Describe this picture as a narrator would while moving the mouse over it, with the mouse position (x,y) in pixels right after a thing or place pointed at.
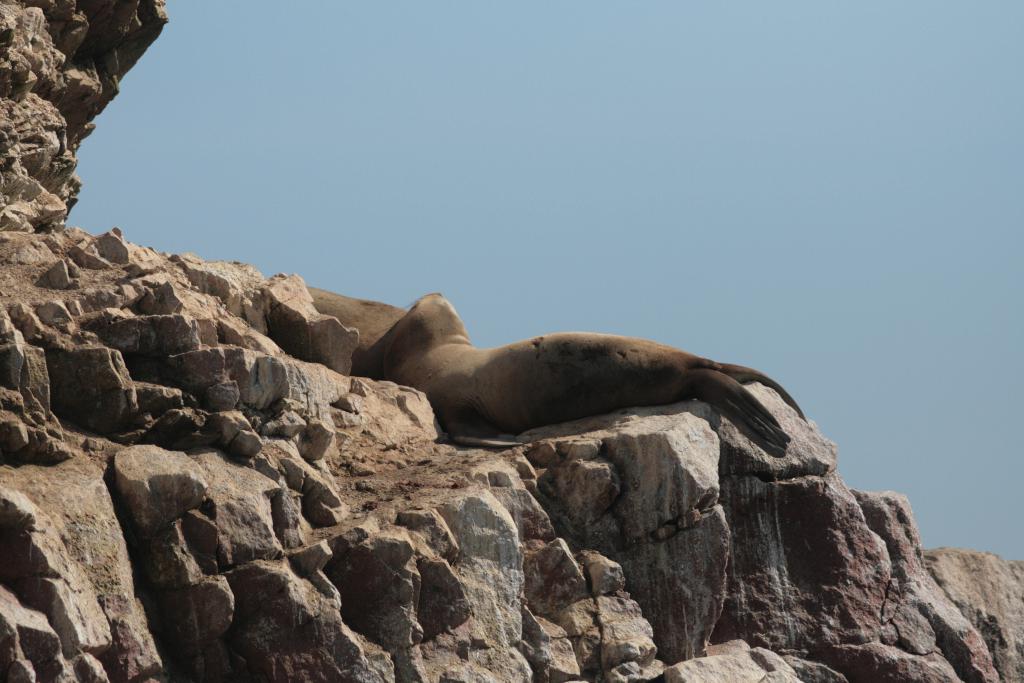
In this image we can see a marine animal (517,414) laying on the rocks (175,576) and at the top (669,122) we can see the sky (555,106).
